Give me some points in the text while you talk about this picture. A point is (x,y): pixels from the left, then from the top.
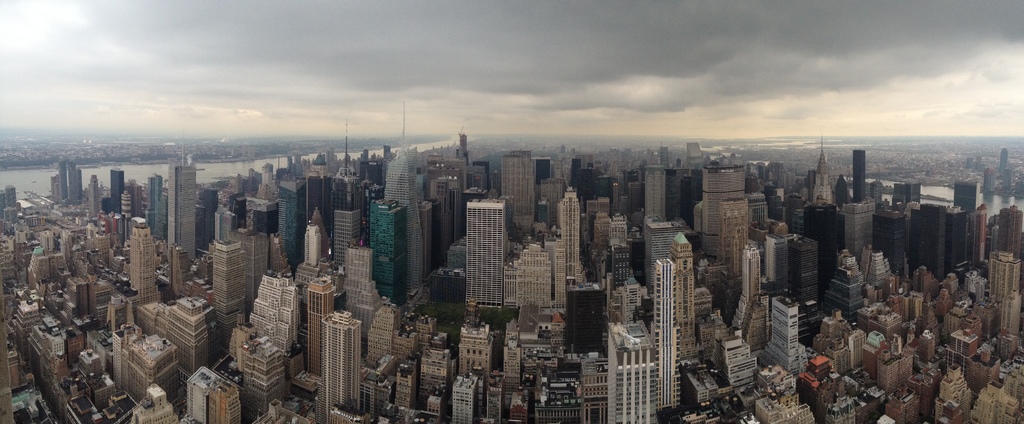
This is a city (220,269). Here we can see many buildings (789,317), poles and there is water (939,195) in the background (891,188) on the left (130,174) and right side (999,198) and clouds (490,103) in the sky (466,126).
